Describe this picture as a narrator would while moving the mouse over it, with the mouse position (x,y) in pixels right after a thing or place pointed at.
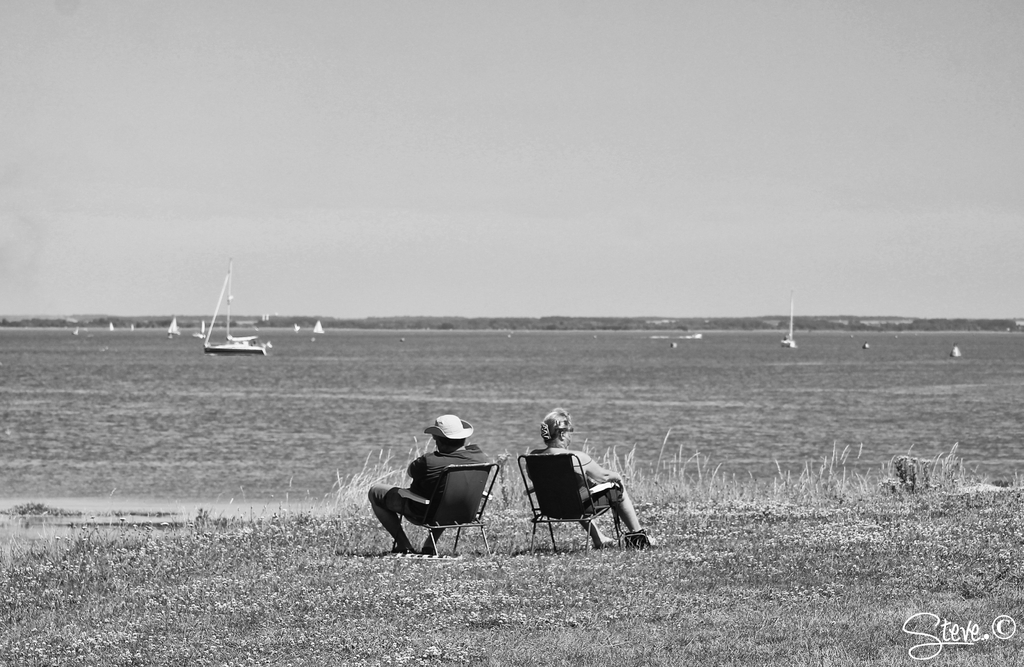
In this image there are two persons (423,476) sitting on the chair (460,519) in the bottom of this image (506,515) and there is a grassy land (511,516) in the bottom of this image (330,612) and there is a sea (381,444) in middle of this image (471,380) and there are some boats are on this sea (299,378), and there is a sky (404,234) on the top of this image (474,166).
